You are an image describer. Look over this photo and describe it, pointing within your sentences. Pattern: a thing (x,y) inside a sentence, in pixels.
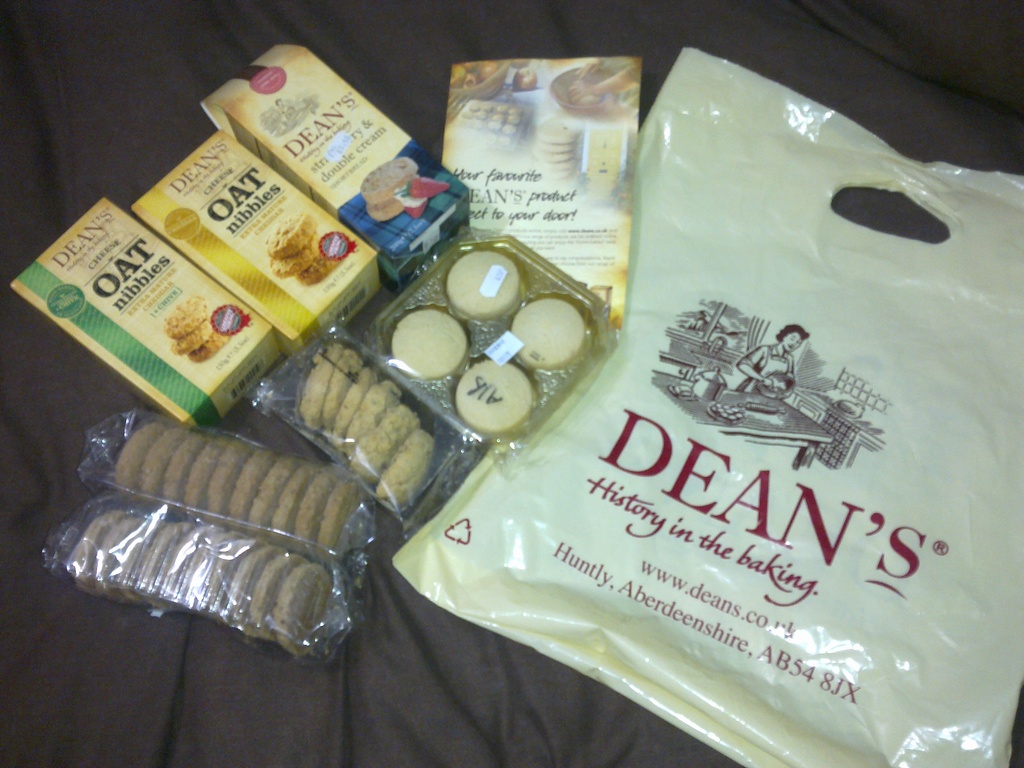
In this picture there are boxes (292,311) of biscuits (156,533) and oats (57,301) which are placed on the left side of the image (143,531) and there is a baking cover (600,369) on the right side of the image (819,740).
